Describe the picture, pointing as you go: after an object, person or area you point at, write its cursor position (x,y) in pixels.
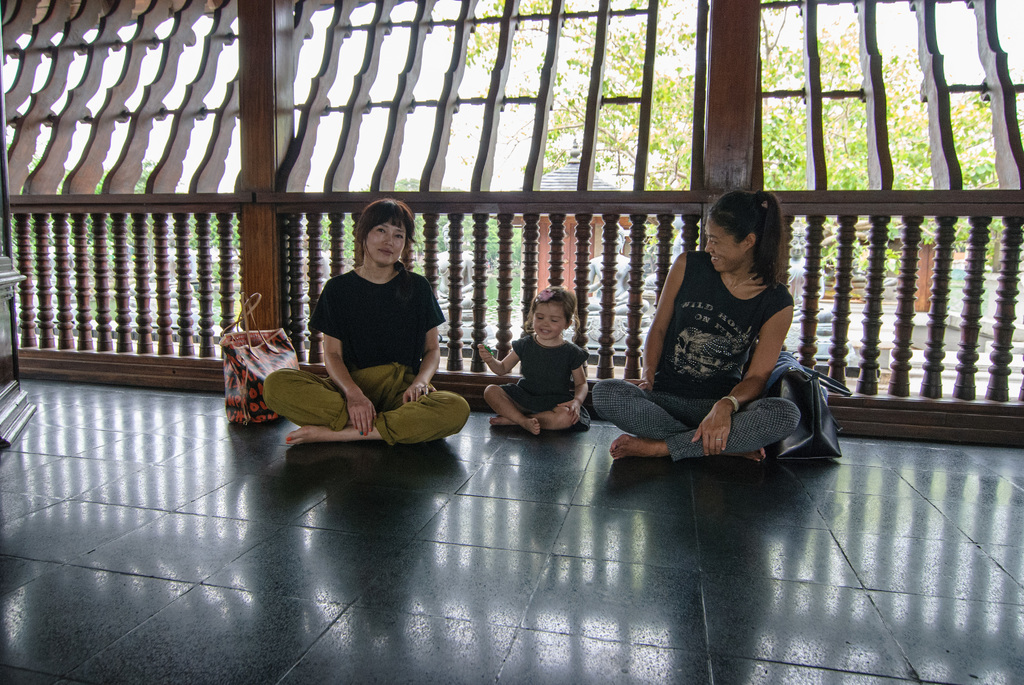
In this picture I can see couple of woman (610,402) and a girl (530,388) seated on the floor (452,478) and I can see bag (241,393) and a wooden fence (99,170) and I can see few trees (655,96) and statues (601,264) through the fence (939,81).
